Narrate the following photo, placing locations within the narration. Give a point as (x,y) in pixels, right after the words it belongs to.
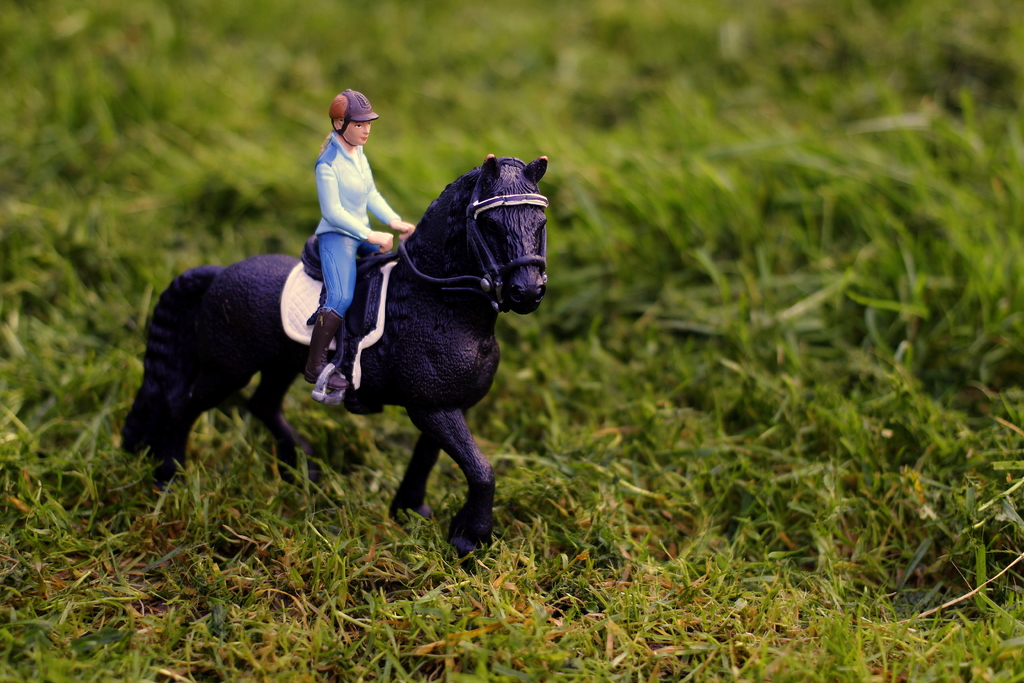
In this picture I can see a toy (353,136) of a person (363,121) and a horse (424,345), on the grass (713,284).
